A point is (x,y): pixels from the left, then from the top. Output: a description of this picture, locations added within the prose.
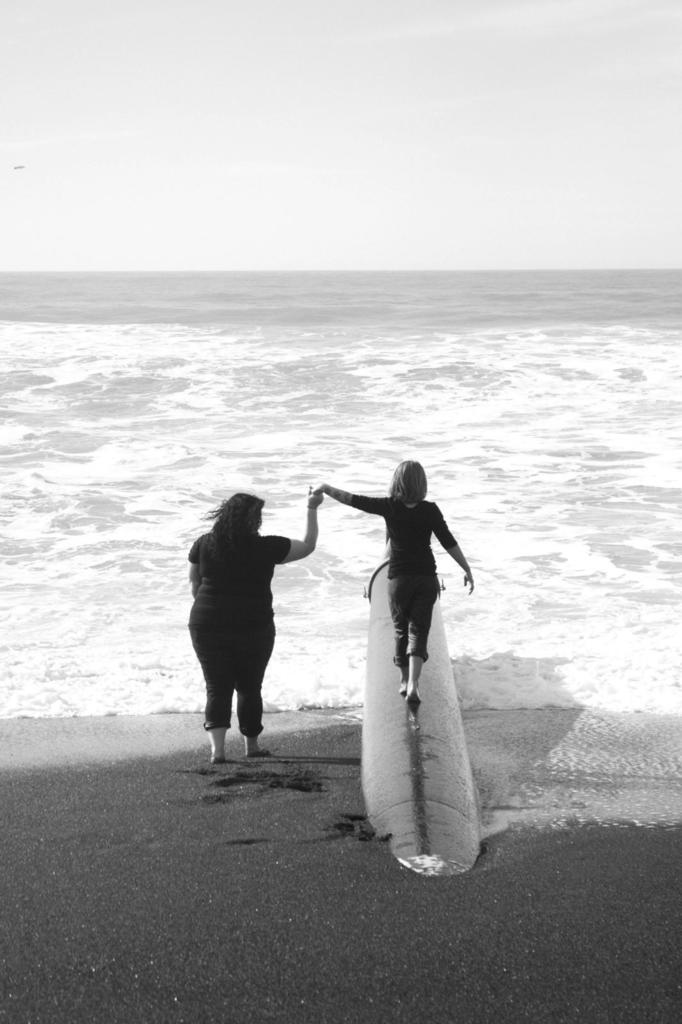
In this image I can see a woman (207,606) and a girl (402,578). In the background (261,460) I can see water (327,360) and the sky (299,109). The girl (410,539) is standing on an object (441,680). This image is black and white in color.
